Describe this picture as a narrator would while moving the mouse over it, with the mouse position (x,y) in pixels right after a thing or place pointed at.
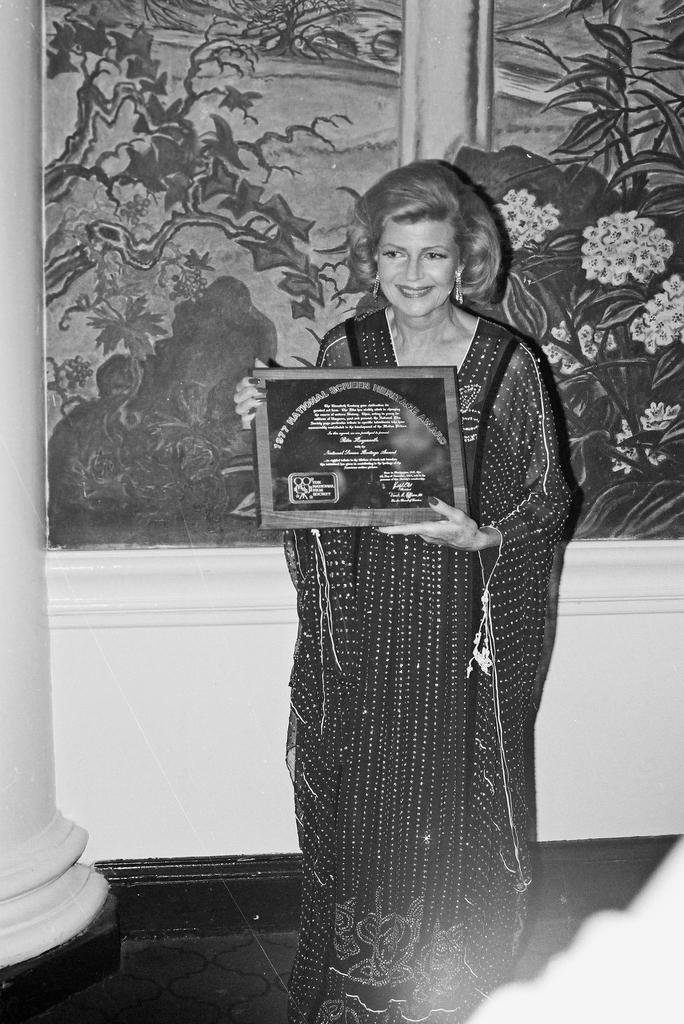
This is black and white image, in this image there is a woman (404,276) holding an award (396,375) in her hands (444,513), in the background (105,501) there is a wall (635,705) to that wall (635,688) there is painting (485,178).
